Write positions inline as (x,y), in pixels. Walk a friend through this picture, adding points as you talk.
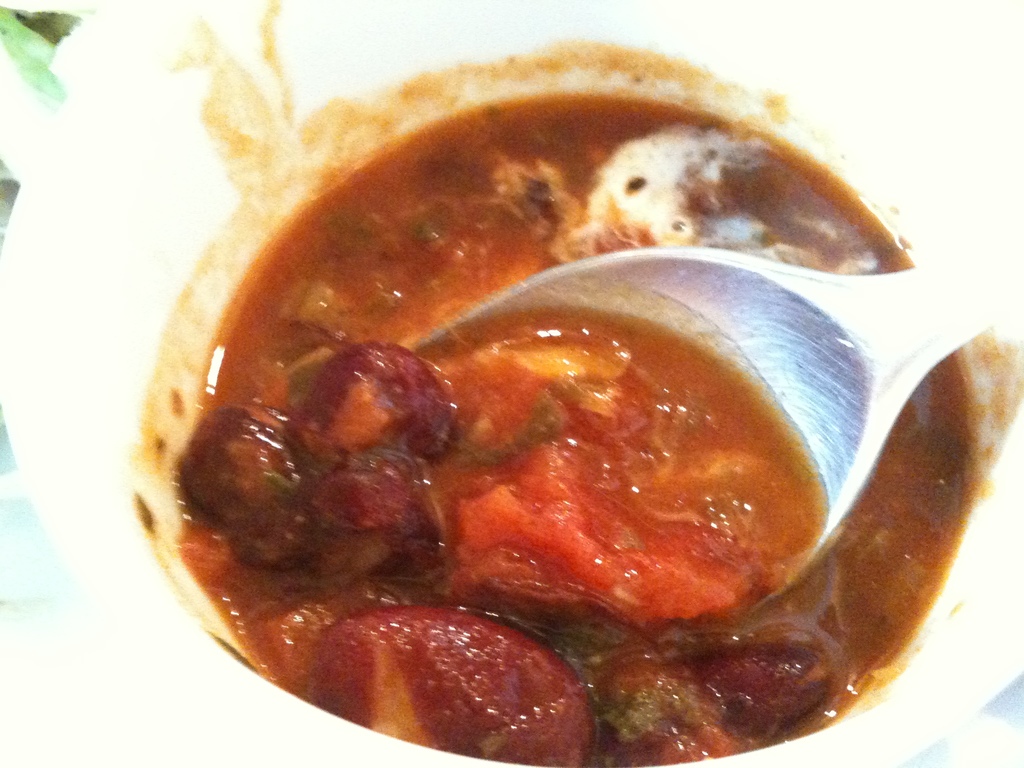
In this image we can see an object (171,188) looks like a bowl (975,640) and some food items (570,460) and a spoon (850,293) in it.
